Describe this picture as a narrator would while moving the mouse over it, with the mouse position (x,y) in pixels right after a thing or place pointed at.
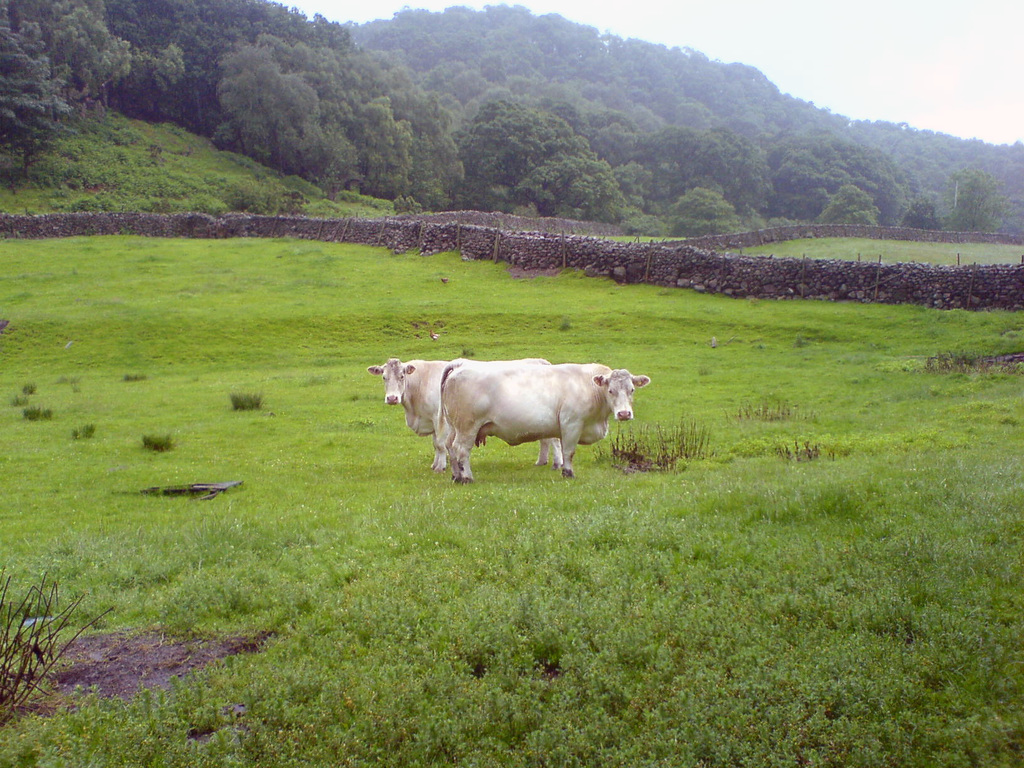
In this image, there are two cows (438,386) on the grass (388,517). I can see the compound walls (614,254), trees (702,214) and plants (164,178). In the background (757,34), there is the sky (769,52).
